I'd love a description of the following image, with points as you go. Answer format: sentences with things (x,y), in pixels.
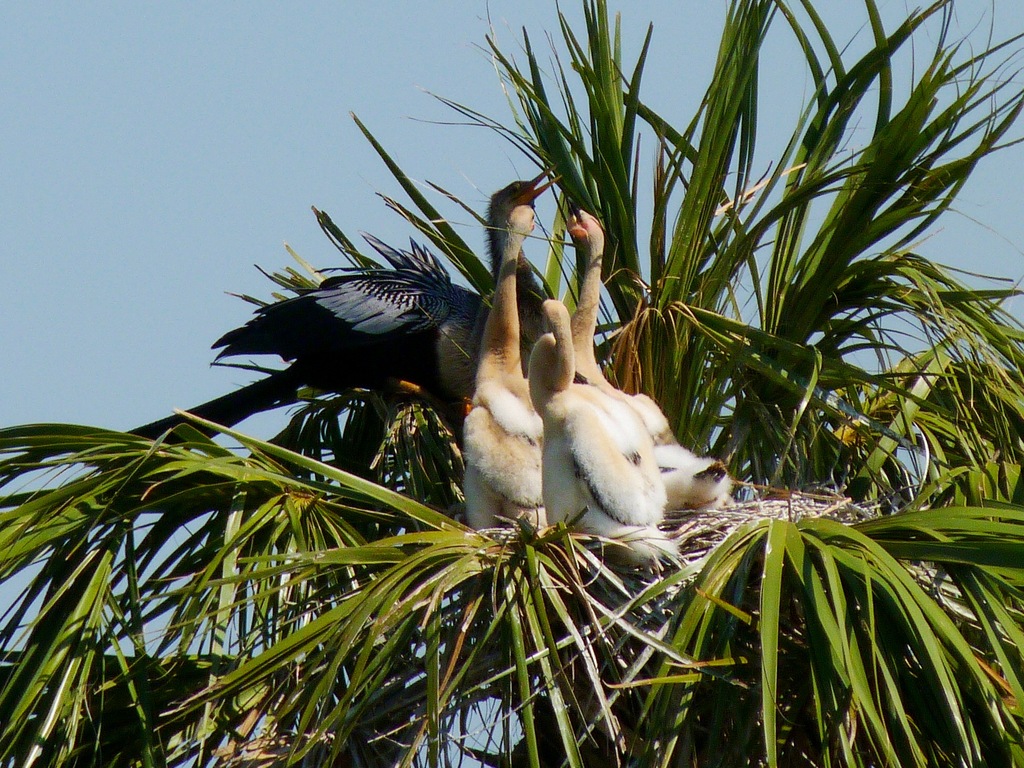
In this picture we can see birds (598,473), tree (323,227) and we can see sky (340,107) in the background (252,264).
